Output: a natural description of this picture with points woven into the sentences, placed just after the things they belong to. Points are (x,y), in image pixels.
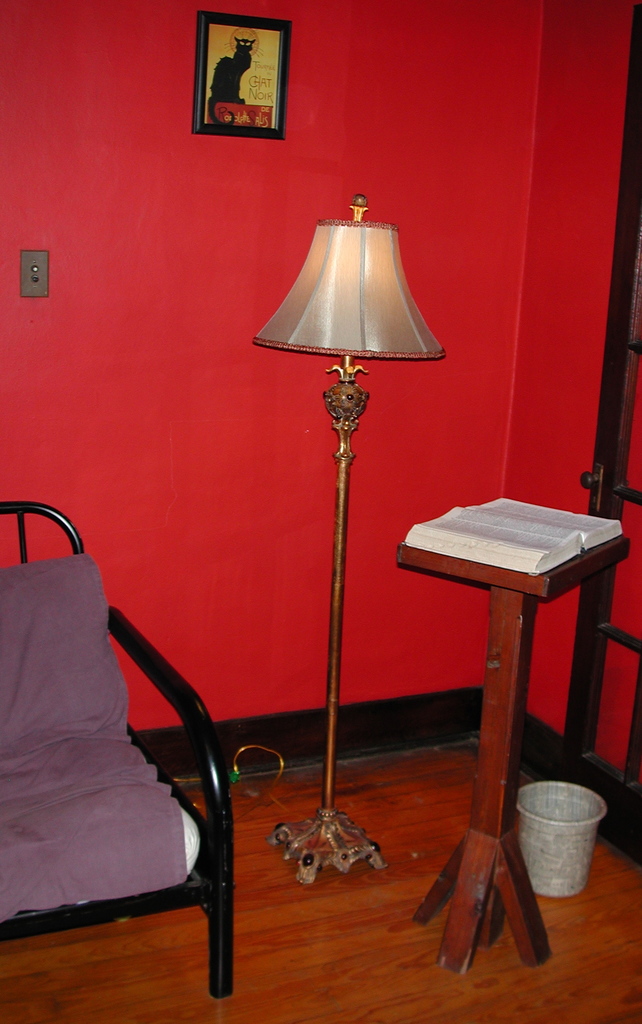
In the center of the image (342,360) there is a light (331,355) on the floor (287,865). On the right side of the image (515,520) we can see book (508,568) on the stool (501,704). On the left side of the image (40,794) we can see chair (220,780). In the background (263,261) there is photo frame (203,53) and wall (325,188).
